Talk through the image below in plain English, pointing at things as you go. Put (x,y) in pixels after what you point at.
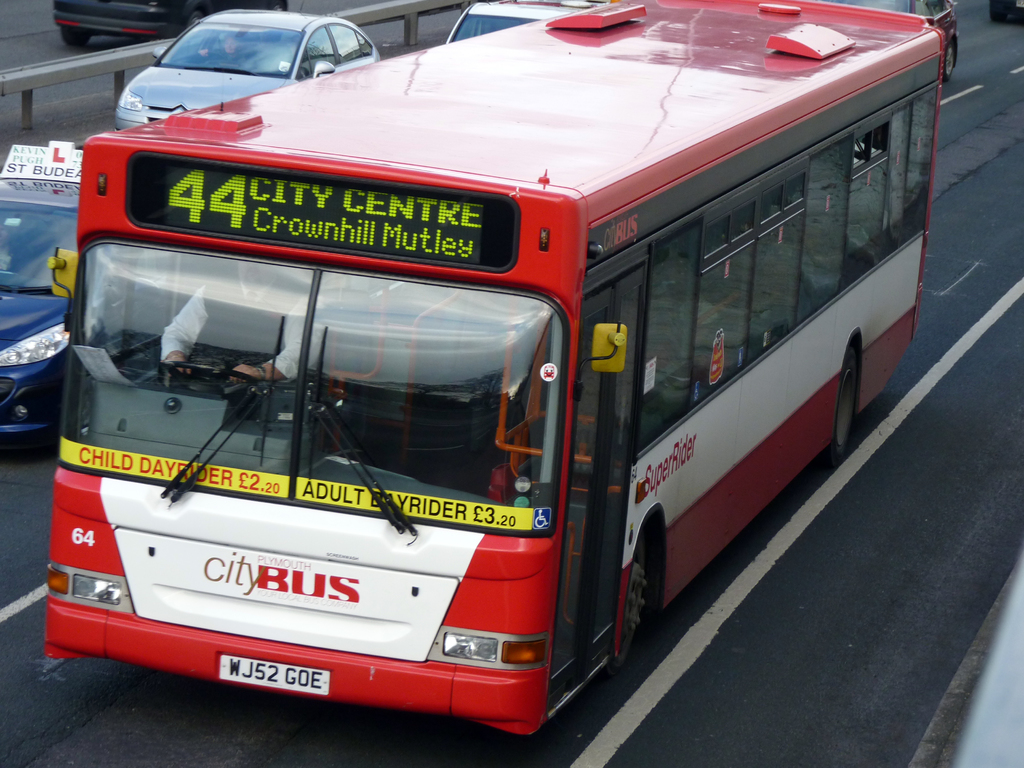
In the foreground of this picture (615,399), there is a red color bus (841,375) moving on the road (936,318). In the background (504,18), there are vehicles (136,88) and a divider (130,57).
